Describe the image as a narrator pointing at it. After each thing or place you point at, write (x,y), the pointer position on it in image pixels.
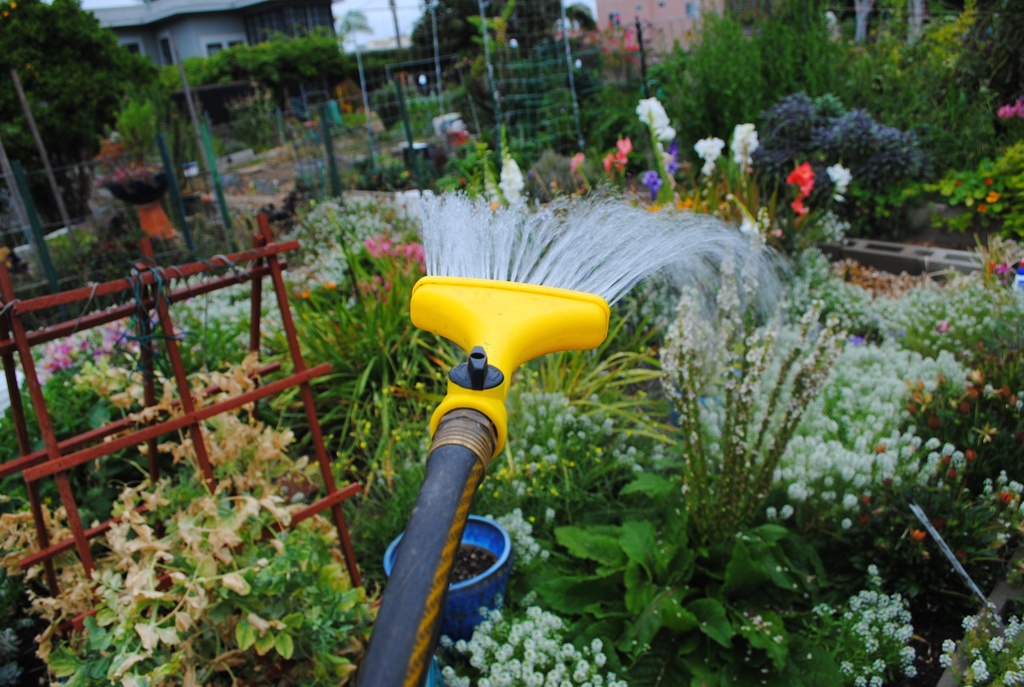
In this image we can see water (590,224) coming from the pipe (411,550). There are many plants (90,593). Also there are flowers (420,264). And there is a stand (42,414) with rods (2,350). On the left side (45,177) there are meshes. Also we can see building (272,26) with window (164,45).
